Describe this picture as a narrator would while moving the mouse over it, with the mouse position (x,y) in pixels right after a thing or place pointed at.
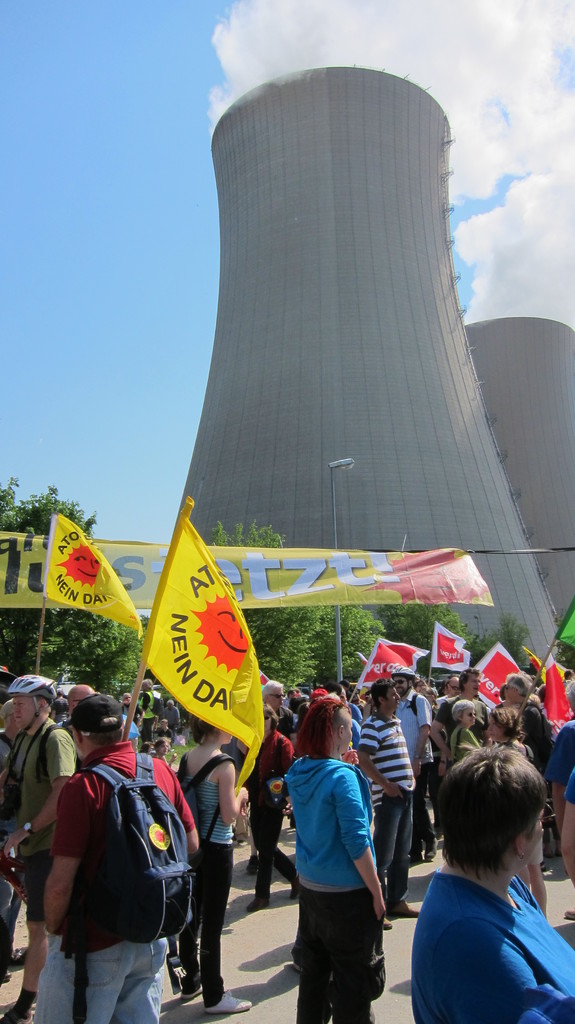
In this image we can see the people (212,907) standing on the ground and holding flags (500,694). And there are trees (332,677), building (337,400), street light (334,489) and banner (311,565) with text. At the top (129,201) we can see the cloudy sky (203,74).
